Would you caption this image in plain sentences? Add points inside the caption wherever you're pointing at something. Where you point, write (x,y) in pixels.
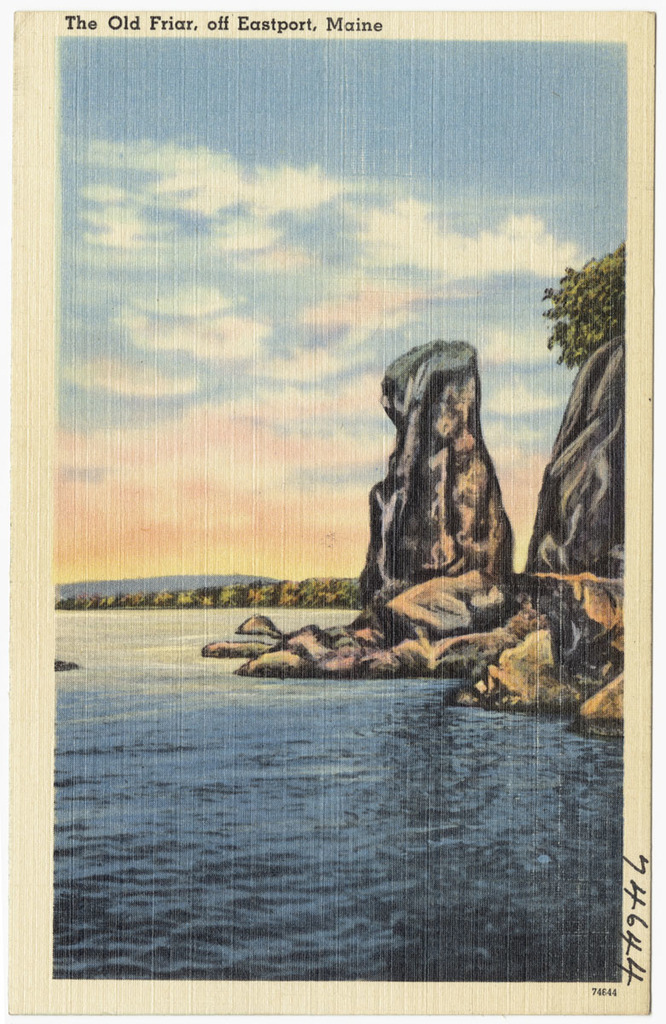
This is a paper (243,528). On that there is a painting (357,680) of water (347,725), rocks (435,580) and sky (240,331) with clouds (246,333). Also something is written on the top (84,25) and right bottom corner.
